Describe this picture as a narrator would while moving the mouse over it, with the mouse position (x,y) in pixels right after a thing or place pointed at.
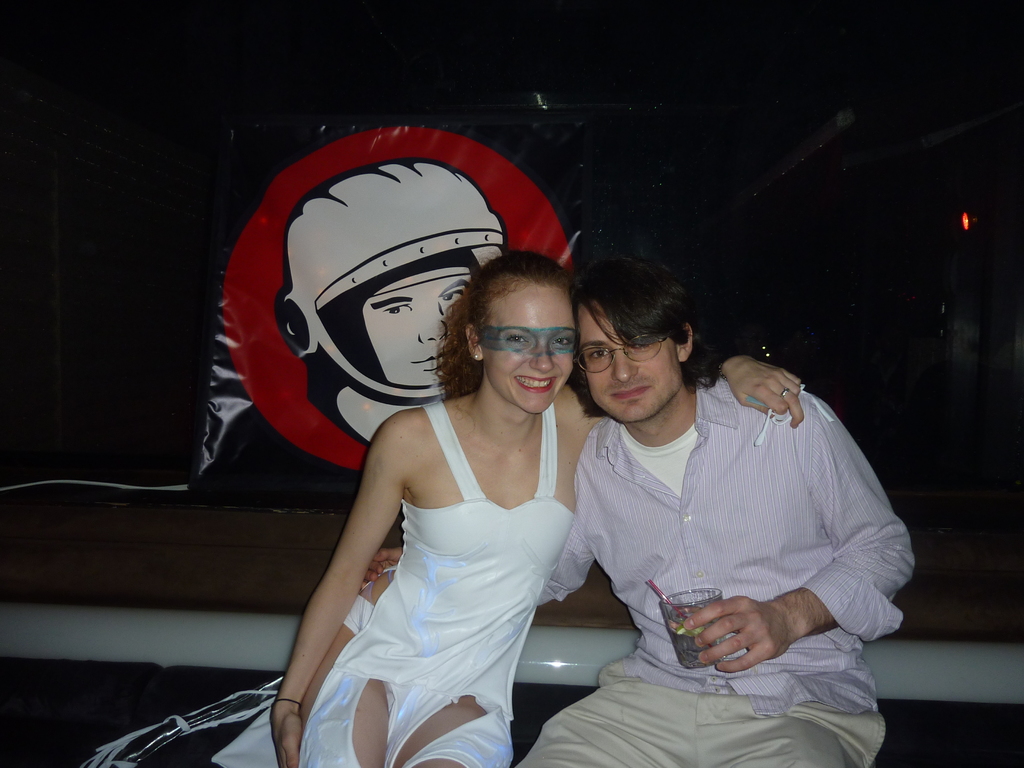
On the left side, there is a woman (518,636) in a white color dress (498,539), smiling, sitting and placing a hand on the shoulder (774,449) of a man (810,415) who is smiling, sitting and holding a glass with a hand (763,619). In the background (560,172), there are a banner (497,156) and lights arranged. And the background (778,343) is dark in color.
